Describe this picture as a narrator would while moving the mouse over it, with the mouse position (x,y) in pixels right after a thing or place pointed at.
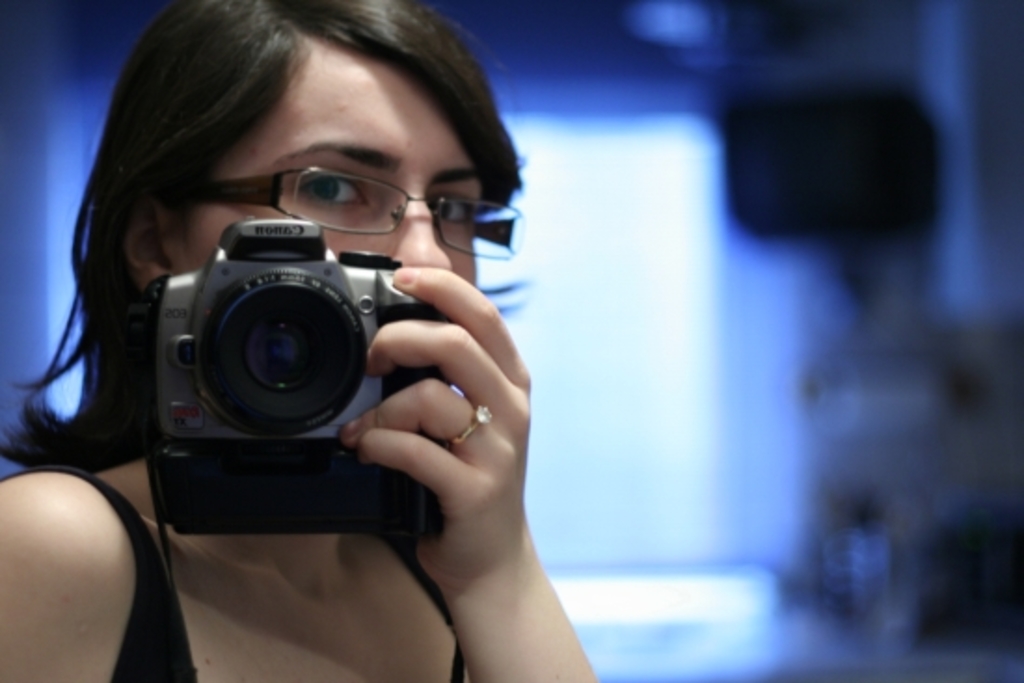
In this picture, we see woman (383,349) holding camera (386,389) in her hands (409,416) and she's even wearing spectacles (383,222). Behind her, we see a blue wall (757,431) and she is wearing black t-shirt (140,636).
